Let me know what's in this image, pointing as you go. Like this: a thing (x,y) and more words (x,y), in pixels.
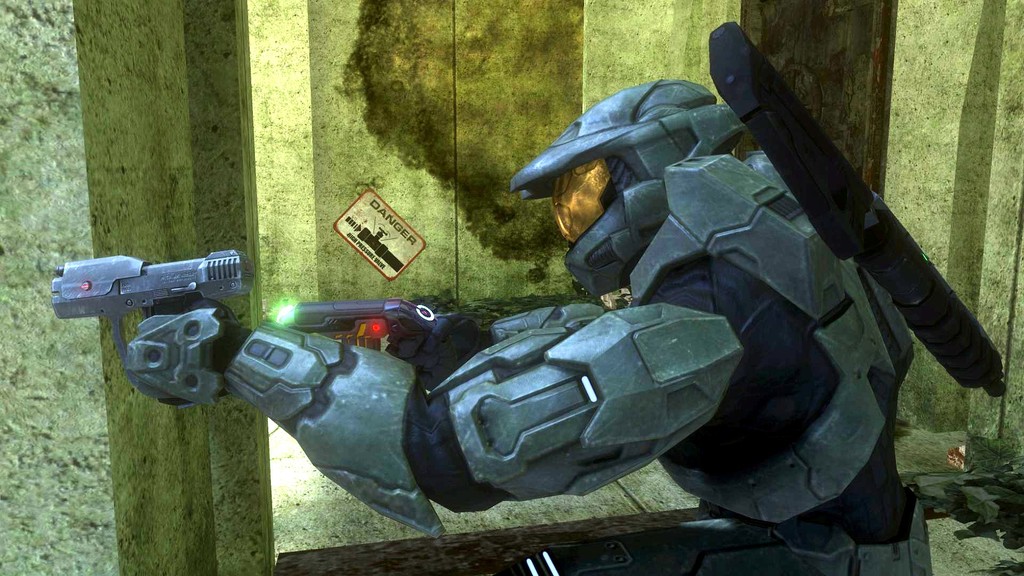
In this image I can see an animated image of the person (507,366) wearing an armor (559,343). I can see the person (600,416) is holding the guns (112,303). In the background (36,320) I can see the sticker (398,264) attached to the wall (368,147).
